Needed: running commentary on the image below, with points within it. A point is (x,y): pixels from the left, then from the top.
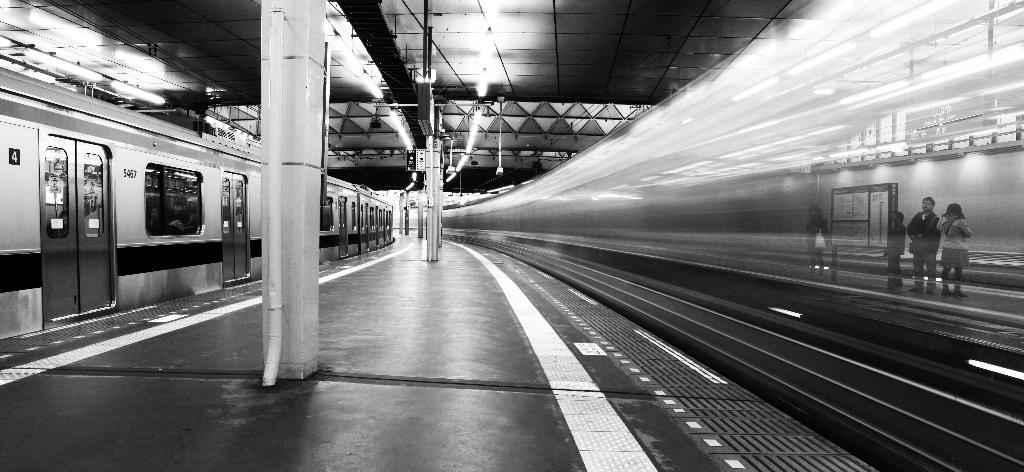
This is black and white picture. In this image, we can see the train (126,262), pillars (308,256), lights (456,168), platform (393,312), doors (246,231), glass windows (325,215) and few objects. On the right side of the image (909,227), we can see people (919,276) are standing on the platform (929,305).
